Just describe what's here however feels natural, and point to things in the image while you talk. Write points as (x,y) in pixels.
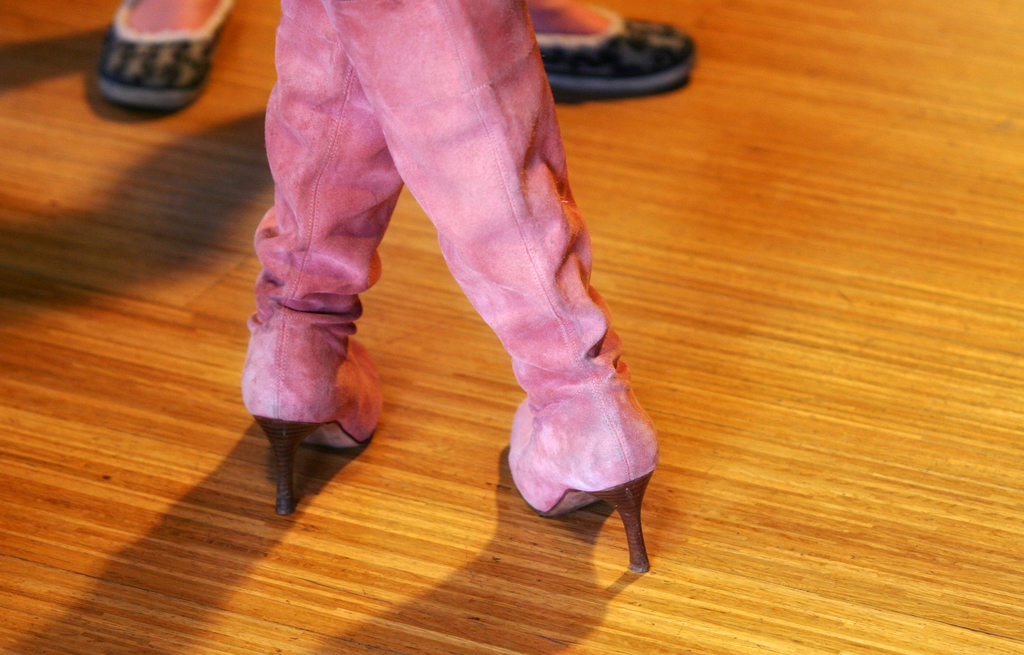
In this image we can see the legs (436,203) of a woman (478,242) wearing heels (295,246).
